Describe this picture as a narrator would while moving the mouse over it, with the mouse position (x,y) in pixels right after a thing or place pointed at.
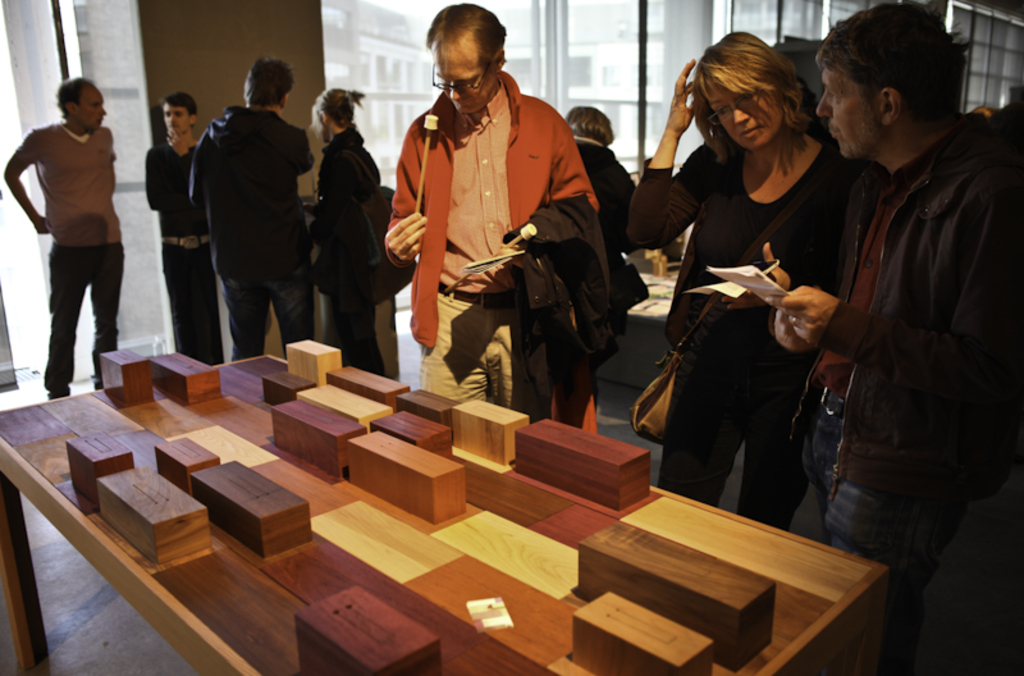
In this image there are group of people (485,211). At the front (857,589) there is a table (275,665) with wooden blocks (146,391) on the table (14,435). At the back (647,49) there is a window (596,45) and there is a building (392,45) outside the window (406,58). The person (499,124) with orange jacket (437,193) is holding sticks (508,246).
